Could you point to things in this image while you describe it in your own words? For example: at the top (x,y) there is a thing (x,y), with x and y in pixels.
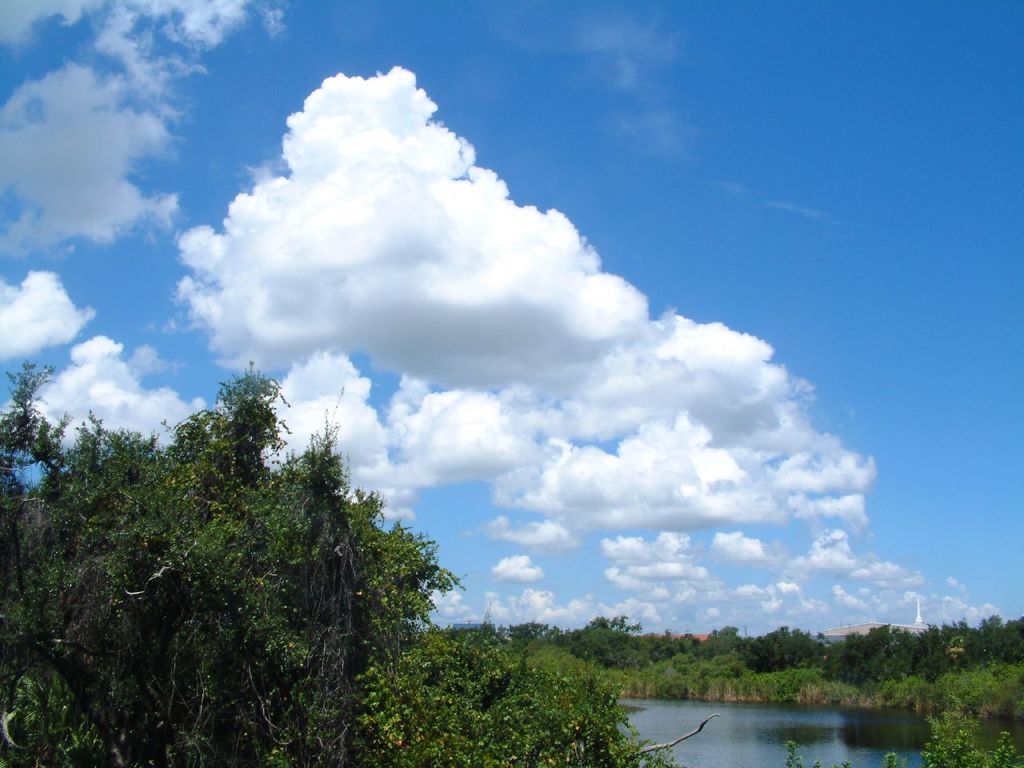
In this image there is a lake (727,726) in the middle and there are trees (270,677) on either side of the lake (719,709). At the top (760,187) there is the sky (780,211) with the clouds (505,243).
